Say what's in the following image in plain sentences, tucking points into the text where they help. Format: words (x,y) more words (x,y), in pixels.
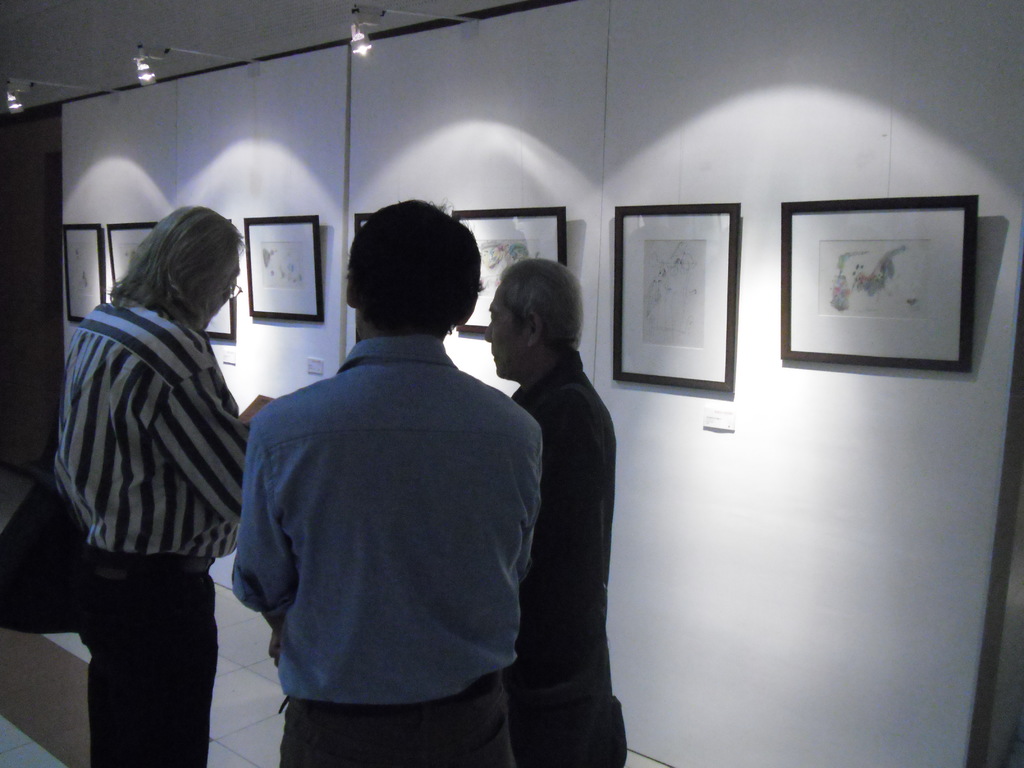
In front of the picture, we see three men (397,403) are standing. The man (187,317) on the left side (127,411) is wearing a black bag (39,536). Beside them, we see a white wall (683,409) on which photo frames (285,280) are placed. At the top (93,13), we see the lights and the ceiling (83,44) of the room (407,59). On the left side (43,130), we see the door (51,182).
